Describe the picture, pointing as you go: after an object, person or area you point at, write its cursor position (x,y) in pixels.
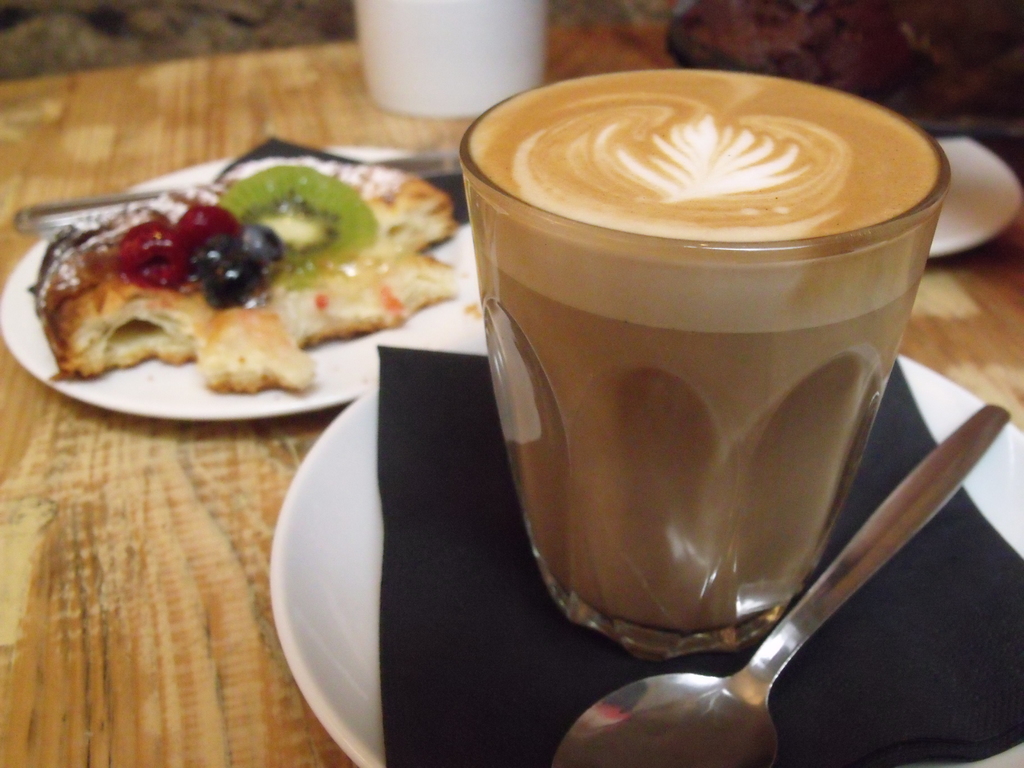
there a glass (733,427) of coffee (707,426) and a spoon (684,699) in front of it placed in a saucer (299,566). behind that there is a plate (317,374) which consists of food (315,330) on the table (162,478).
